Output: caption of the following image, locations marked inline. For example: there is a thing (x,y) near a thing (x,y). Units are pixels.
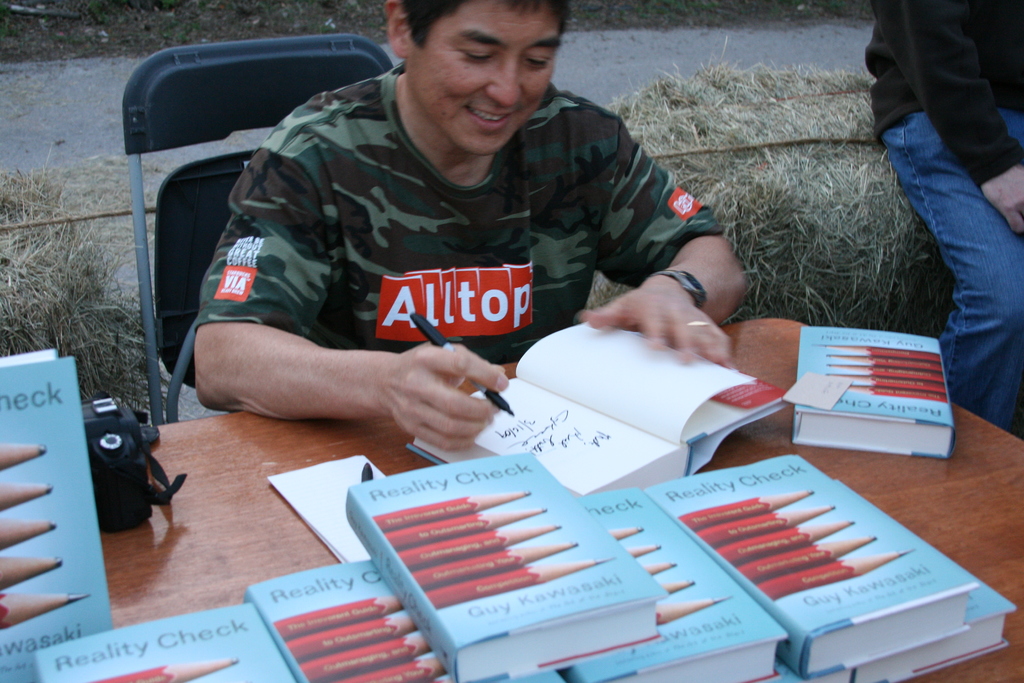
In this image person (438,229) is sitting on the chair (300,105) and he was writing on the book (551,391) with the pen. In front of him there is a table (999,552) and on top of the table (978,526) there are books (20,436), camera (130,429). At the back side (670,58) there is a road (731,28) and in front of the road (760,50) there is a grass (829,153) and person (903,102) is sitting on the grass (870,185).
